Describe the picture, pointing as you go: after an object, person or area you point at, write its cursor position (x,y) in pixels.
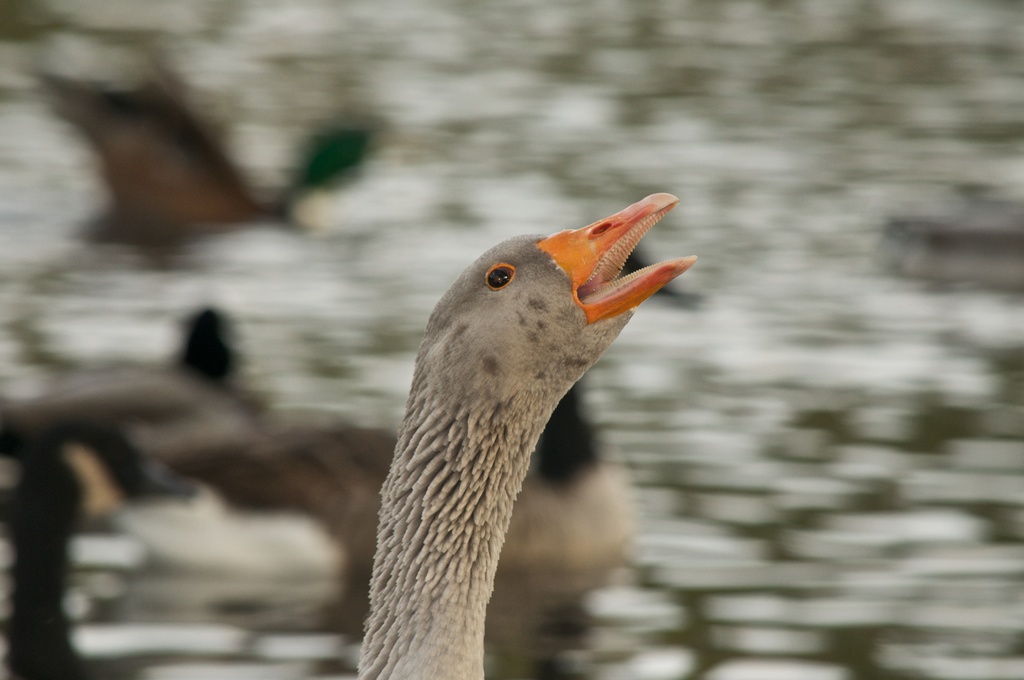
In the center of the image (572,315) we can see a bird (487,483).
